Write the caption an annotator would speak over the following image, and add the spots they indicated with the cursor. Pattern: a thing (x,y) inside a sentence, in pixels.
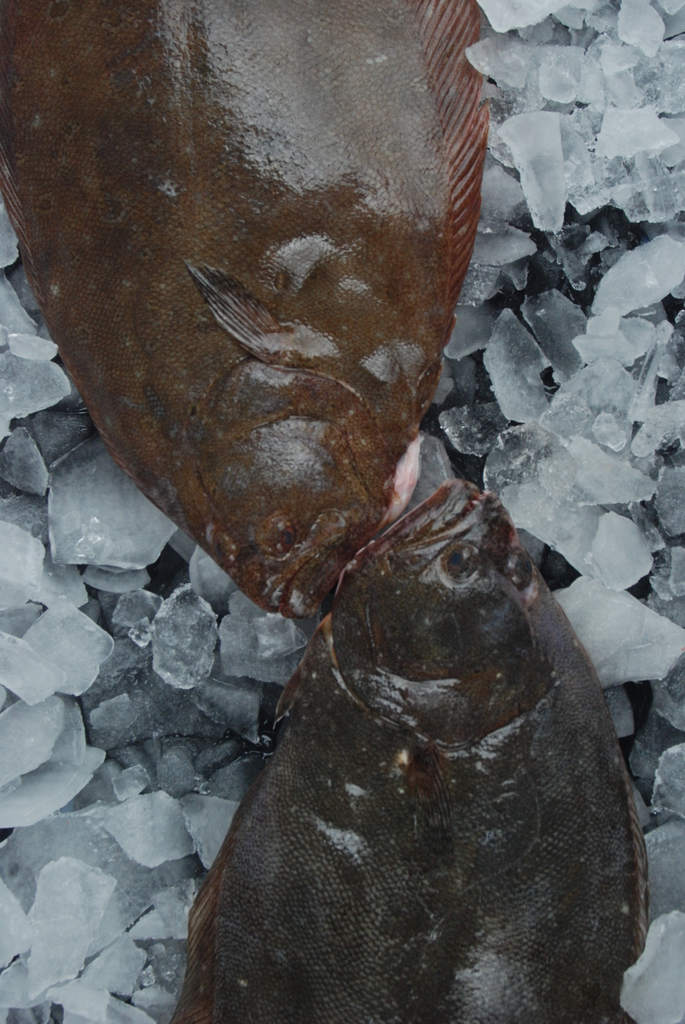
In this image we can see fishes (380,725) and ice pieces (236,591).
